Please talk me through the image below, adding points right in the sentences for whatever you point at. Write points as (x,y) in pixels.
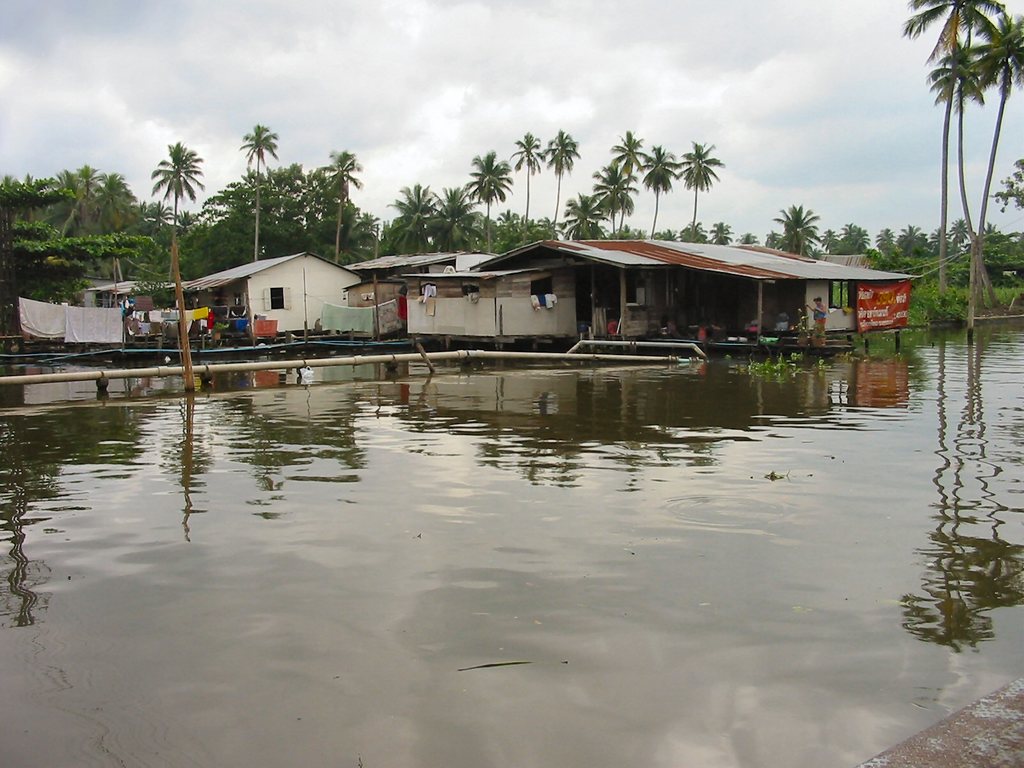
In this picture I can see there is a water (446,544) flooded here and there are buildings (487,331) here and there are trees (107,221) in the backdrop (974,250) and the sky (767,71) is cloudy.
